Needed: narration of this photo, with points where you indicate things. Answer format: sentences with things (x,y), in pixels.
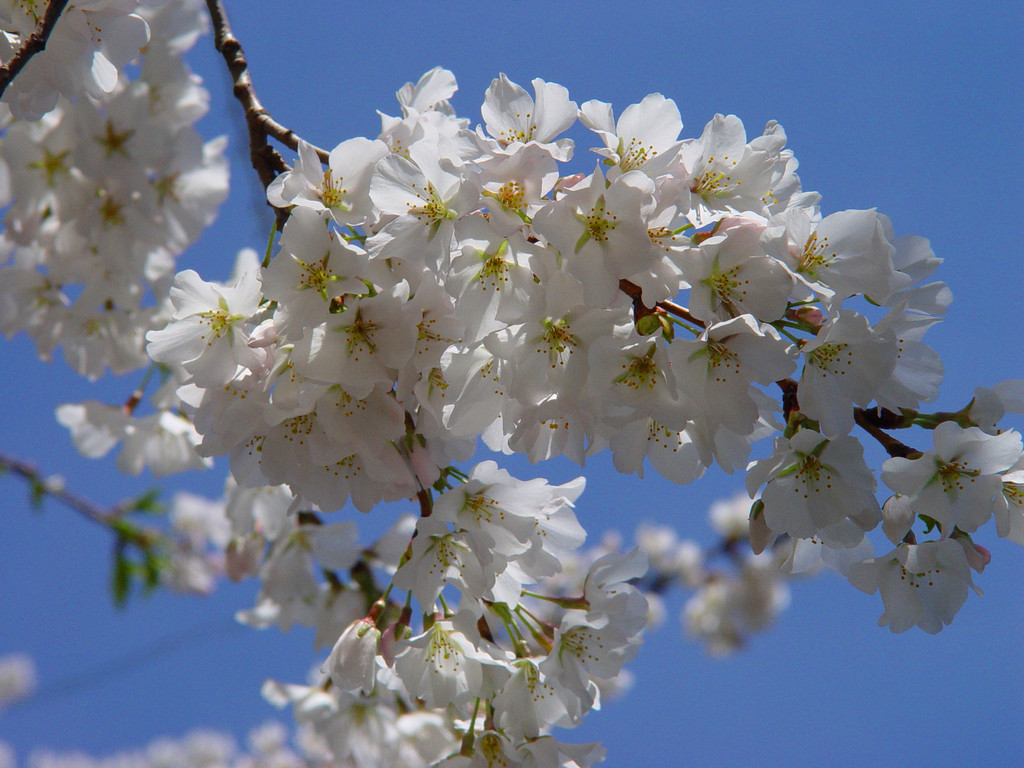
In this picture there are few white flowers (404,281) which has a green color object (433,218) in between it is on the branches (256,100) of a tree (234,71).
